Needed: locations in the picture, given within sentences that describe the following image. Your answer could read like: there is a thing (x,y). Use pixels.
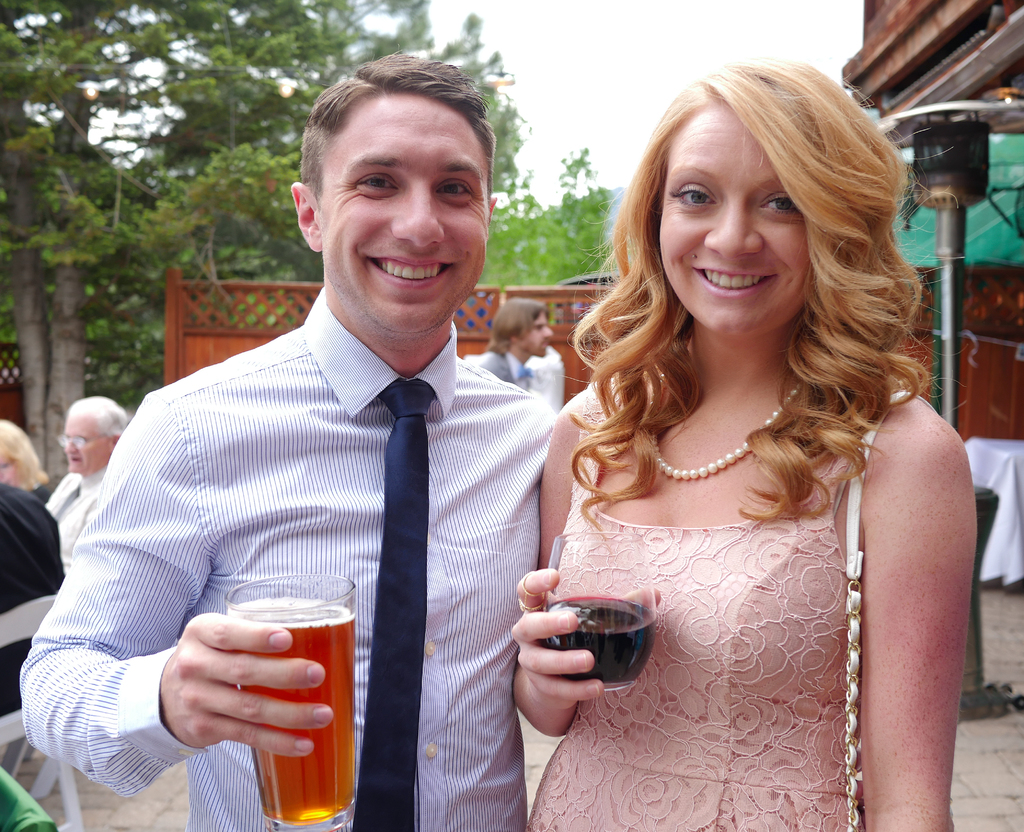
In front of the picture, we see the woman (771,599) and the men (381,502) are standing. Both of them are holding the glasses (588,612) containing liquid (588,612) in their hands (544,577). They are smiling and they might be posing for the photo. On the left side (107,425), we see people (73,481) are sitting on the chairs (3,609). Behind them, we see a man (490,355) is standing. Behind him, we see a wooden wall (248,332). On the right side (1012,471), we see a pole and a table (971,454) which is covered with the white cloth (996,483). We see the roof (892,12) of the building (930,36). There are trees (254,178) in the background (231,178). At the top (128,121), we see the sky (136,145).
